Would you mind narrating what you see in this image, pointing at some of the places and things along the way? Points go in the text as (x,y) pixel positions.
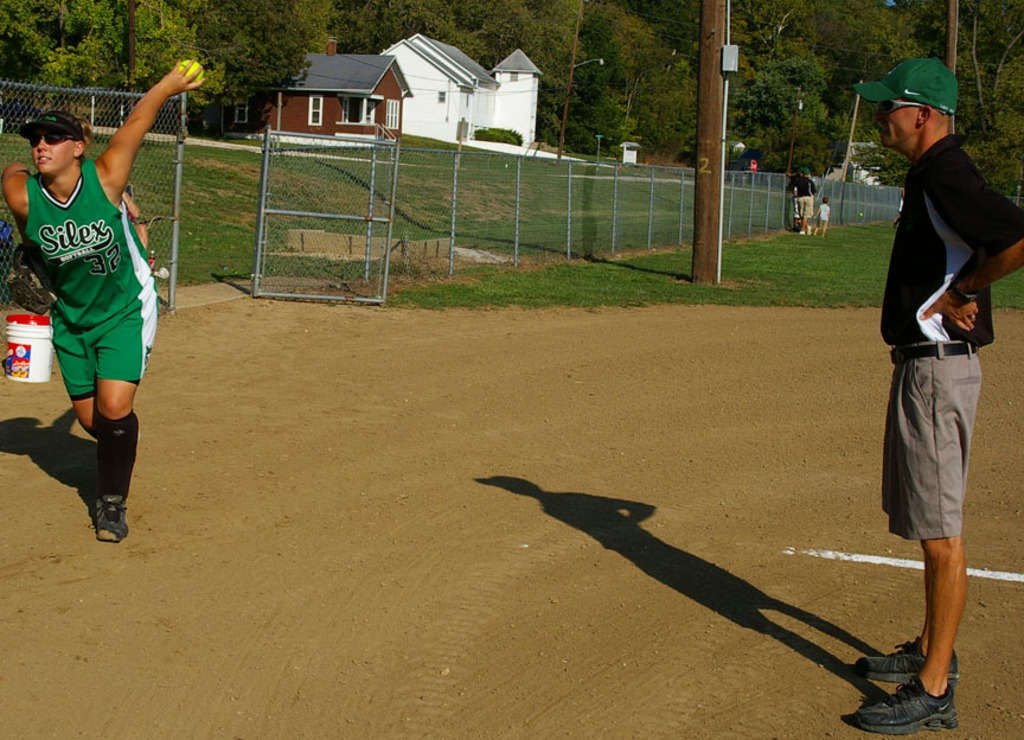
In this image we can see group of persons (922,285) standing on the ground (571,695). One person (102,328) wearing green dress (107,290) is holding a ball (200,73) in her hand (188,78). One person (910,333) wearing black dress (923,268) with cap (925,97) and goggles (900,105). In the background (304,275), we can see a fence (777,209), gate (285,266) and groups of trees (164,58) and buildings (459,96) and poles (574,64).
